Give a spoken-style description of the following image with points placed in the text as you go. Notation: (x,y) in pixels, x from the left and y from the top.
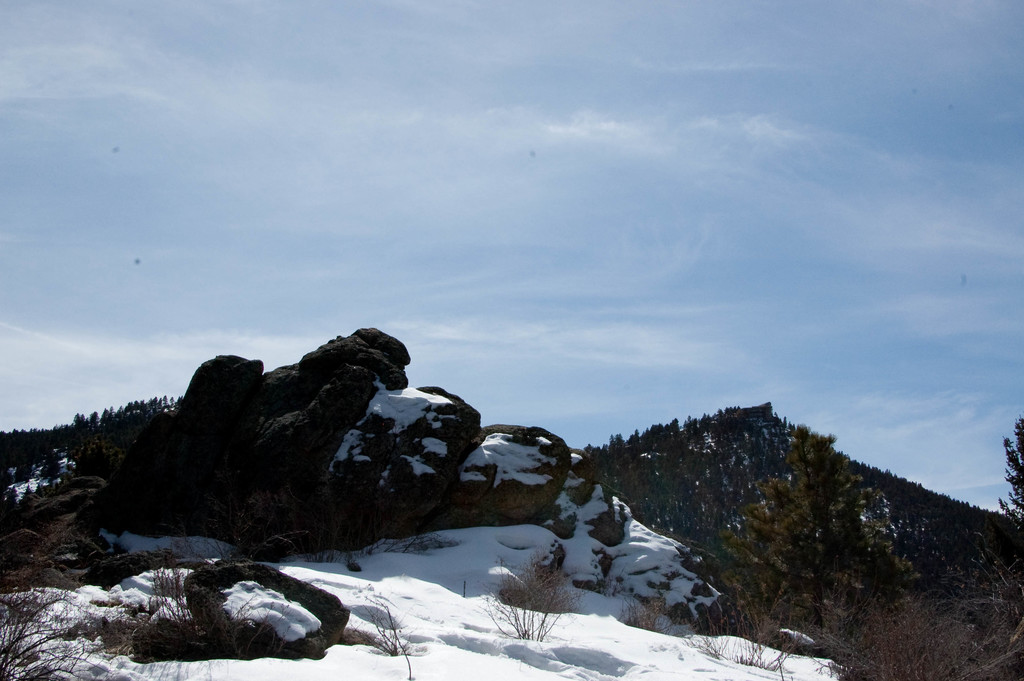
In this image there are stones (496,521) on which there is snow (456,550). On the right side (823,507) there are trees (856,546). In the background (726,465) there is a hill (713,460) on which there are trees (634,446). At the top (552,200) there is the sky (552,200).
